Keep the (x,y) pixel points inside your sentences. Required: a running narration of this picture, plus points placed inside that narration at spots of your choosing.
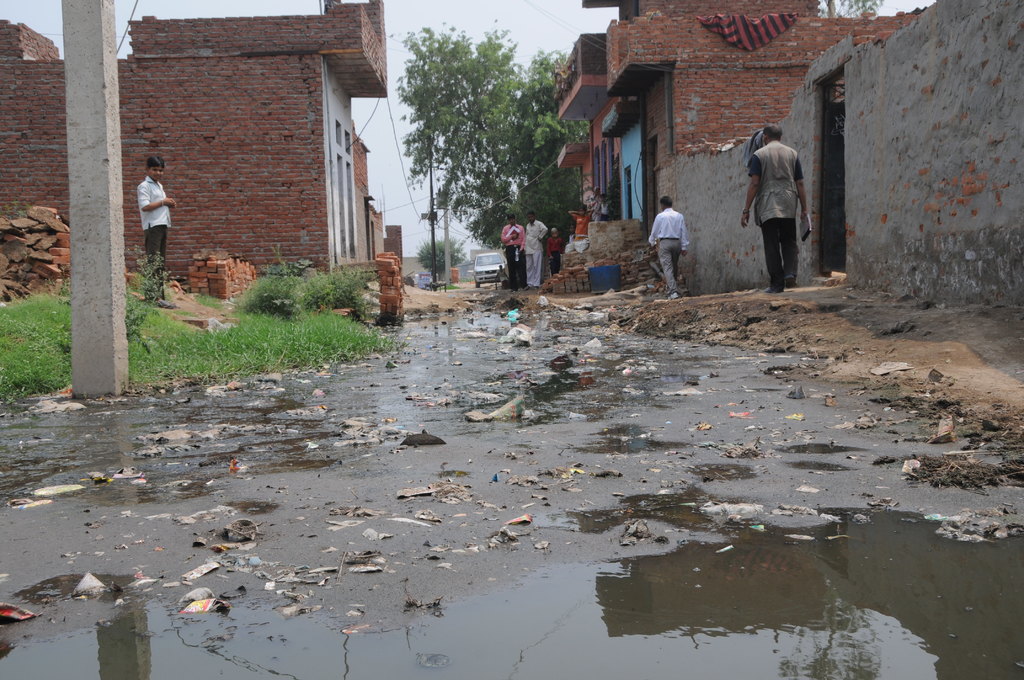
In the center of the image (344,251) we can see buildings (736,117), poles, trees (504,193), some persons (503,235), bricks (588,264), car (492,255), container (601,268), door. At the top of the image (474,5) there is a sky (491,13). At the bottom of the image (503,545) we can see drainage water (474,519) with waste (429,404). In the middle of the image (345,321) grass (244,319) is there.
